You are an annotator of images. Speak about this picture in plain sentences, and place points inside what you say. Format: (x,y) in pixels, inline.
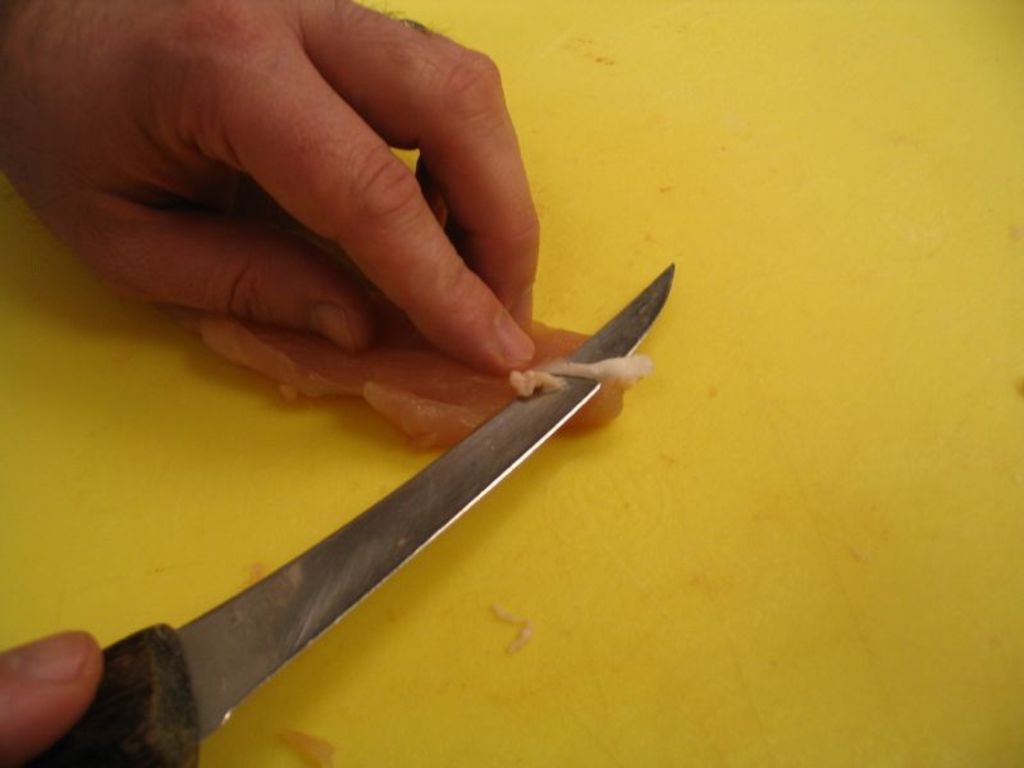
In this image I can see a human hand (373,226) is cutting the meat (590,407) with a knife (346,531).
